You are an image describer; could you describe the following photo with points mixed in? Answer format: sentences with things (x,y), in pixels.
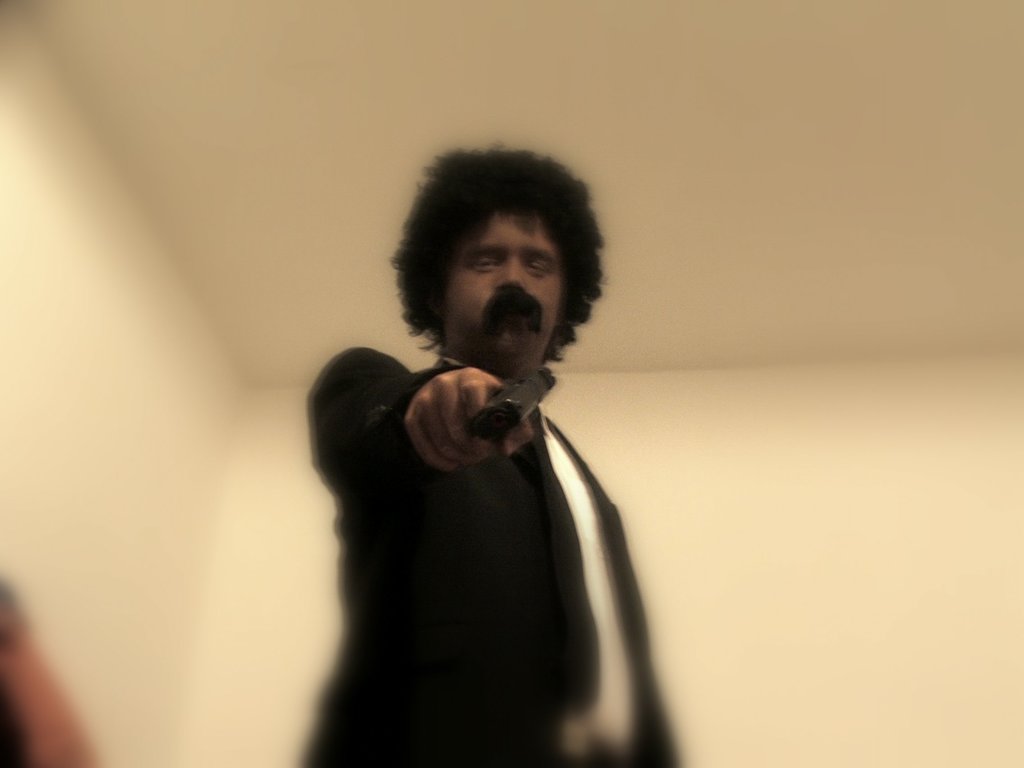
In the middle of the image (486,481), there is a person (481,514) in black color suit (441,612), holding a gun (542,385) with one hand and standing. In the background (803,108), there is a ceiling (675,45) and there is a wall (203,468).
